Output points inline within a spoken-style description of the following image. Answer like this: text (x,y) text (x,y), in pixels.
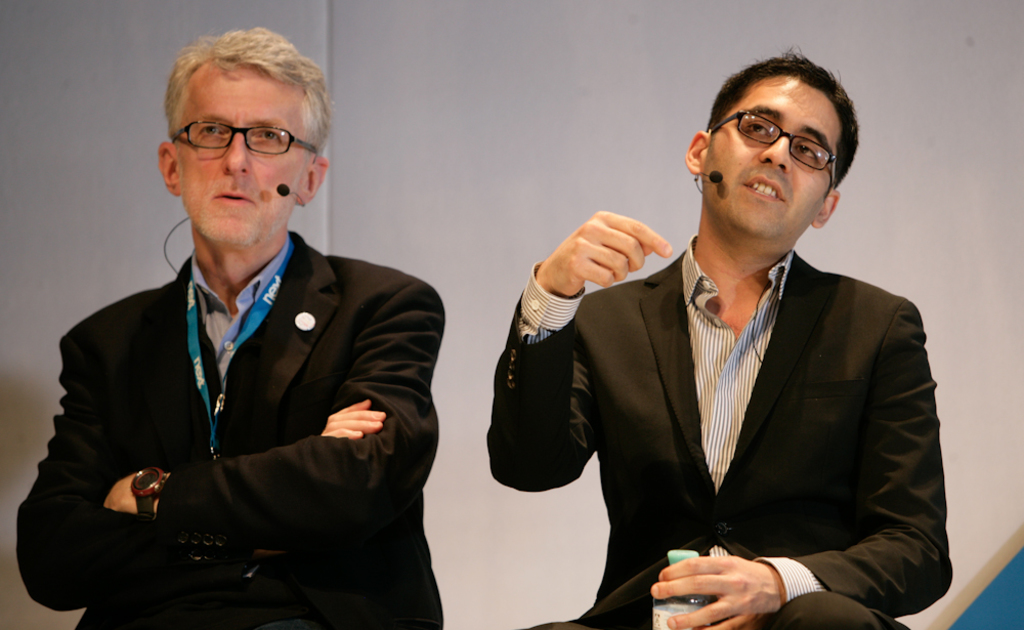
In this image there are two persons (423,587) sitting on chairs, in the background (970,48) there is a wall (920,38).
